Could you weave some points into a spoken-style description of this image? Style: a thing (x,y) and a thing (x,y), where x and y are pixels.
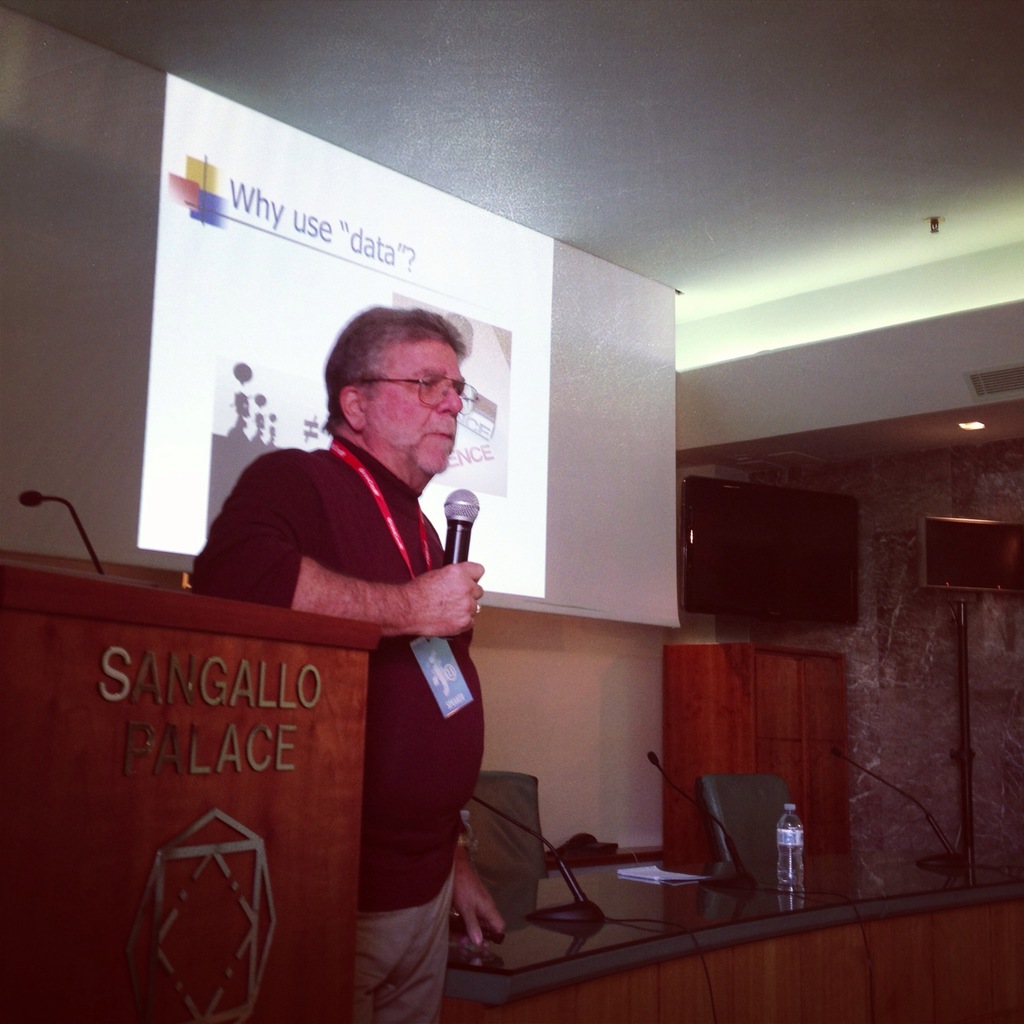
In this image there is a person (443,586) standing, holding a mic (464,514), beside the person (408,541) there is a podium (253,645) with mic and a name (264,740) on it, on the other side of the person (491,903) there is a table (612,903) with mics (578,905) and a bottle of water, in front of the table (615,890) there are two empty chairs (496,842) and a wardrobe (728,754), in the background of the image (748,495) there is a television (712,519), a screen (524,460) on the wall (891,602) and there is a monitor (948,567) on the pole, at the top of the image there is a lamp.
